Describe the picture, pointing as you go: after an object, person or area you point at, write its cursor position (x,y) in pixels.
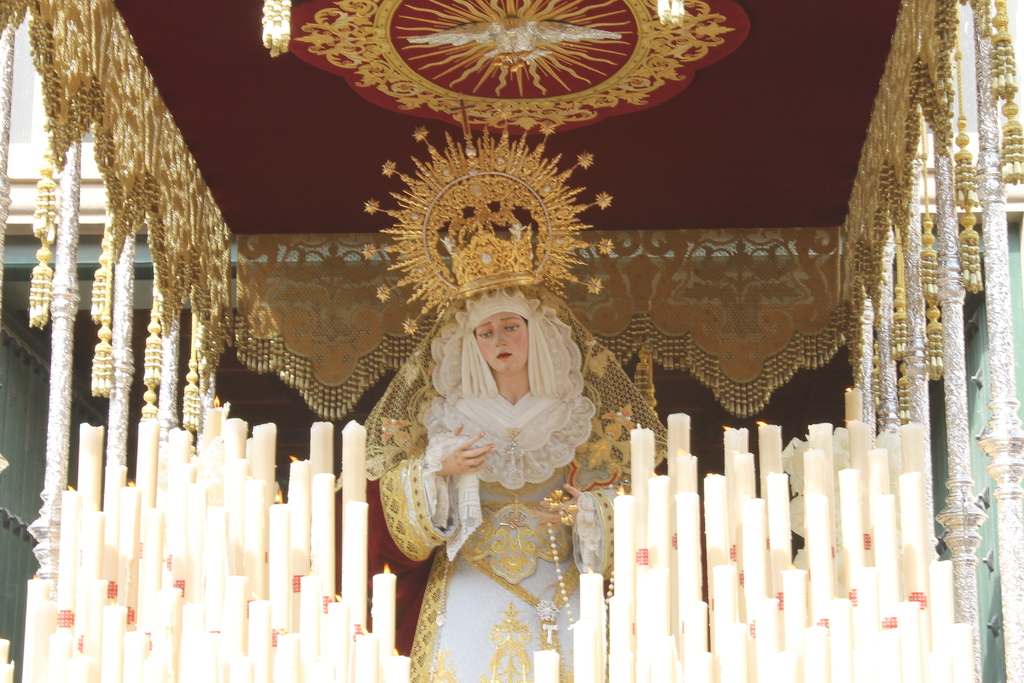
In the center of the image (505,317), we can see a statue (586,400) and in the front (626,531), there are lighted candles (95,479) and we can see a decor arch (269,126), at the top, there are tassels (36,285) and there is a wall (16,355).
